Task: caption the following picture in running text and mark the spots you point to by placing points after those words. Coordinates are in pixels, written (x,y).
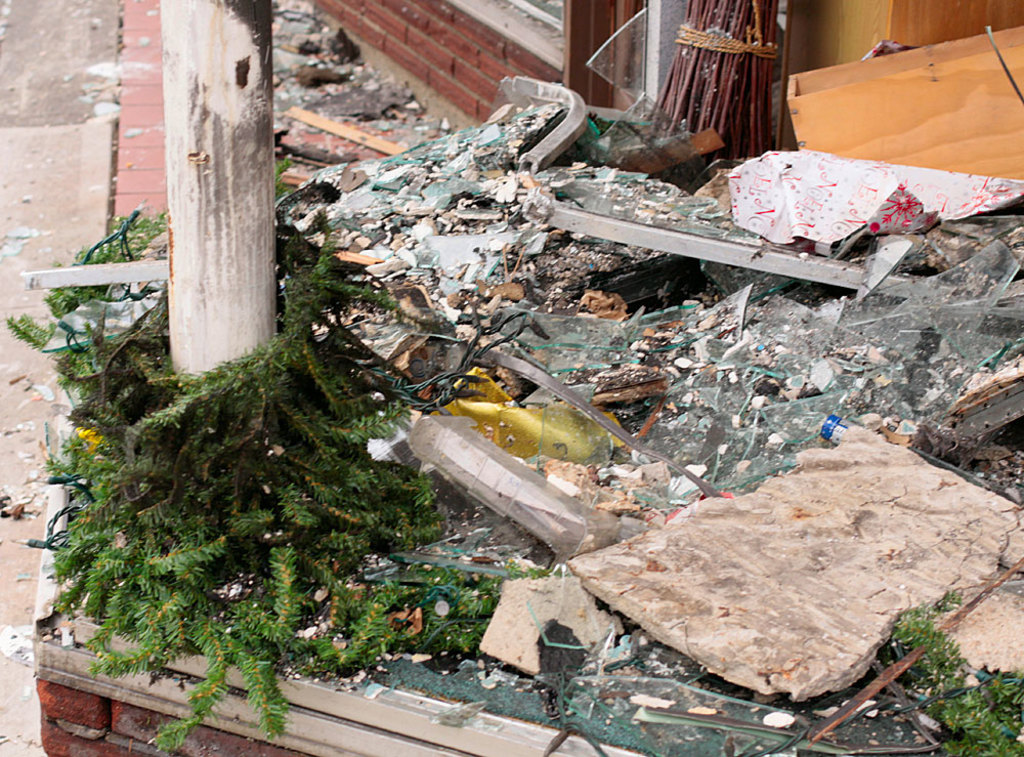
In this image there are plants (329,489), glass pieces (439,254), rocks (717,570), sticks (731,100), papers (816,210) and a pillar (249,265) on the ground (407,122). To the left (21,342) there is the ground (28,303).
